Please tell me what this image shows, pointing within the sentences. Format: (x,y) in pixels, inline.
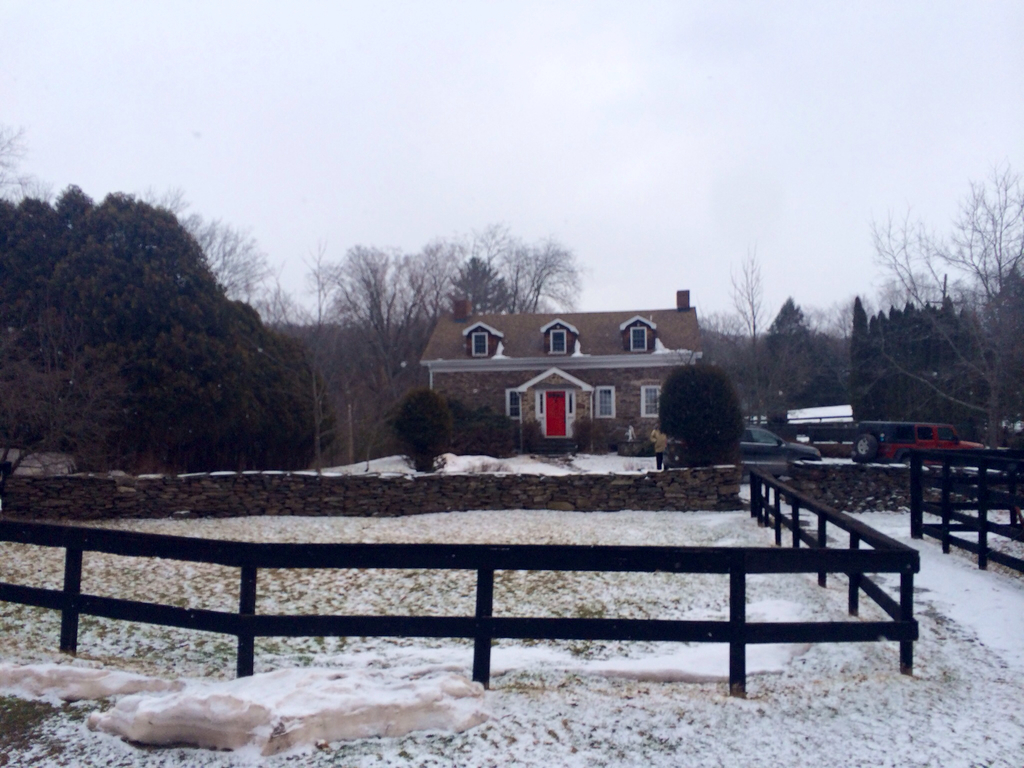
In this picture I can see the building (590,378), trees (755,397) and plants (494,440). At the bottom (668,625) I can see wooden fencing (654,628). At the top (563,45) I can see the sky (563,45) and clouds (567,56).
